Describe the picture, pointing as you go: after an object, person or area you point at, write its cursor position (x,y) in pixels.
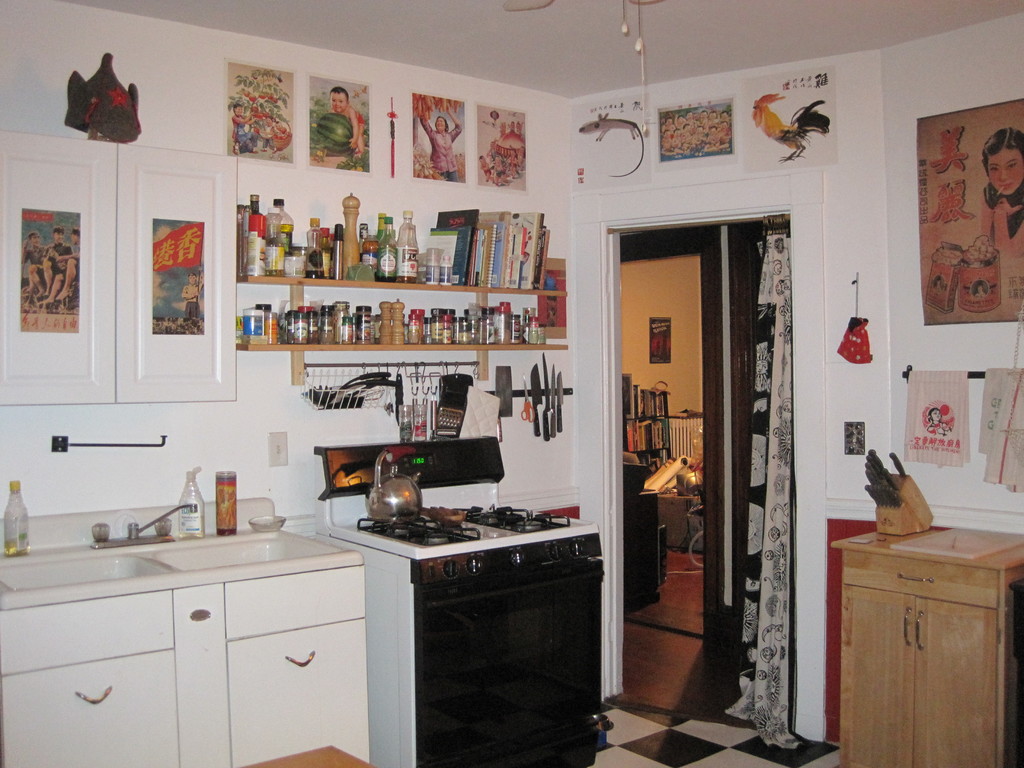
In this image there is a gas stove (485,638), sink (203,569) and a table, in the background (373,156) there is a wall (546,490) to that wall (474,199) there is a shelf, in that shelf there are bottles (316,241) and photo frames (458,100) and there is a door (742,269) to the wall (566,139).
